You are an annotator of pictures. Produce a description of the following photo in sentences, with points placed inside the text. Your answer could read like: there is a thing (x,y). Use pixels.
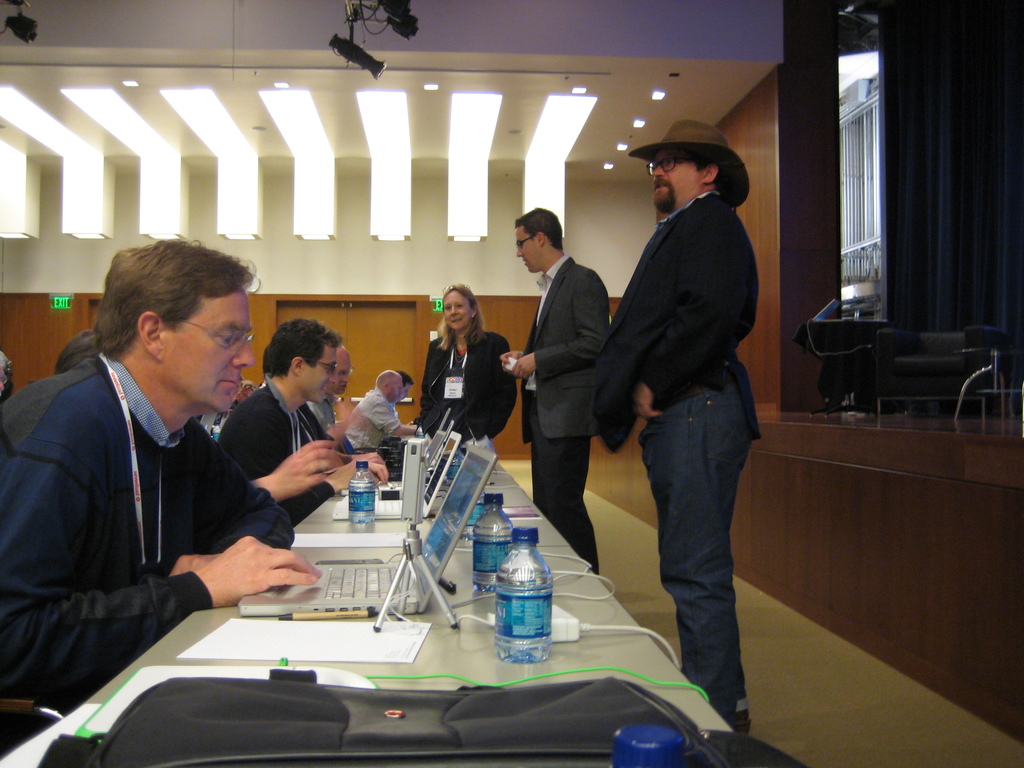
In this image we can see some people (309,385), bottles (488,530), table (496,477), laptops (447,524) and other objects (417,531). In the background of the image (372,222) there is a wall (273,242), lights (1,189), wooden objects (484,315) and other objects (875,236). On the right side of the image (866,281) there are some objects (990,273).
